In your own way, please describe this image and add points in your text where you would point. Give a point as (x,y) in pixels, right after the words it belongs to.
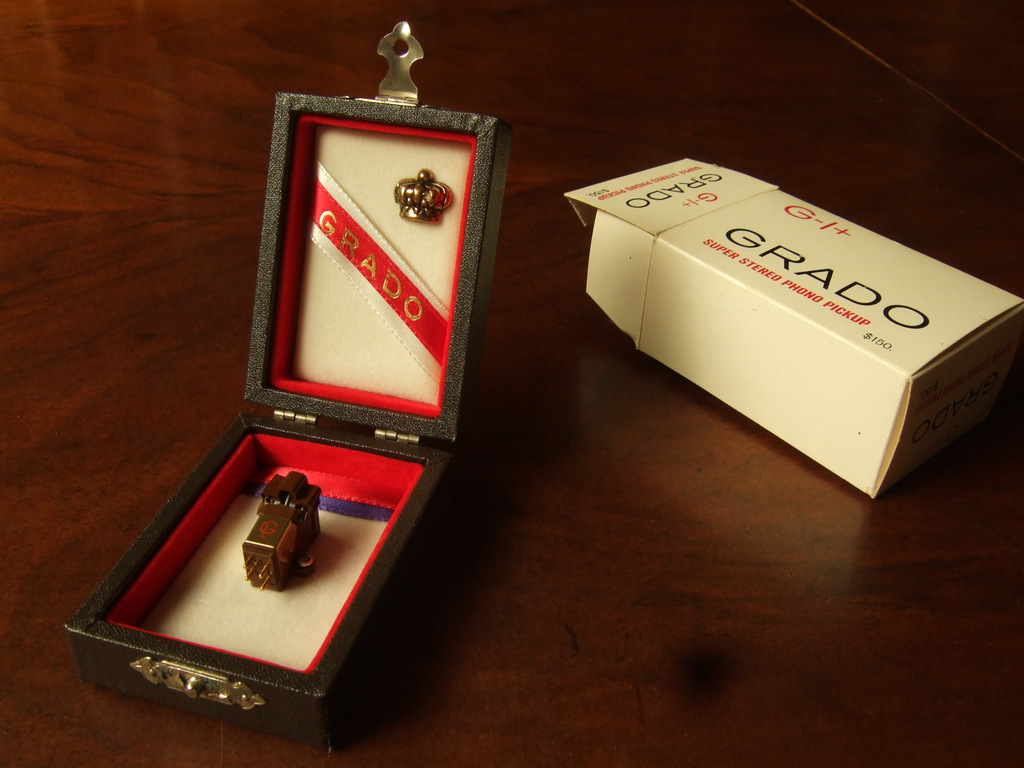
In this picture we can see two boxes (747,359), there is something present in this box (307,368), we can see some text (765,268) on this box (672,282), at the bottom (651,556) there is wooden surface (651,556).
